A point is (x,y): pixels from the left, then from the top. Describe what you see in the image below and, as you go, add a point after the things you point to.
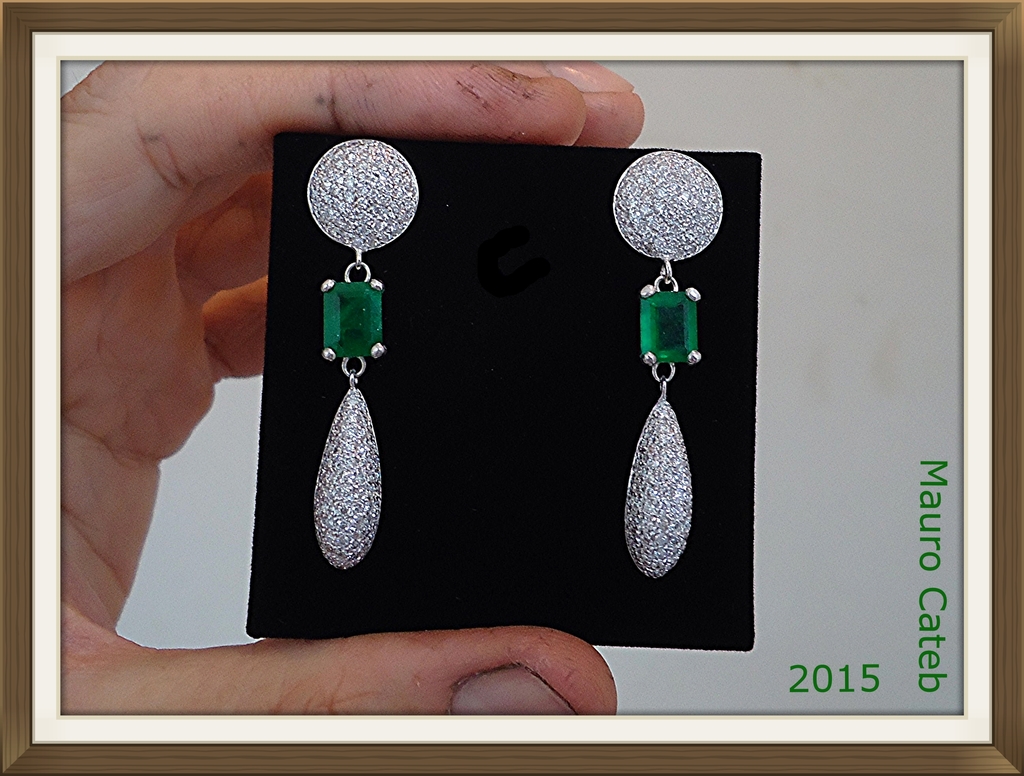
In this picture we can see hand (348,78) of a person (372,63) holding earrings (668,525).
